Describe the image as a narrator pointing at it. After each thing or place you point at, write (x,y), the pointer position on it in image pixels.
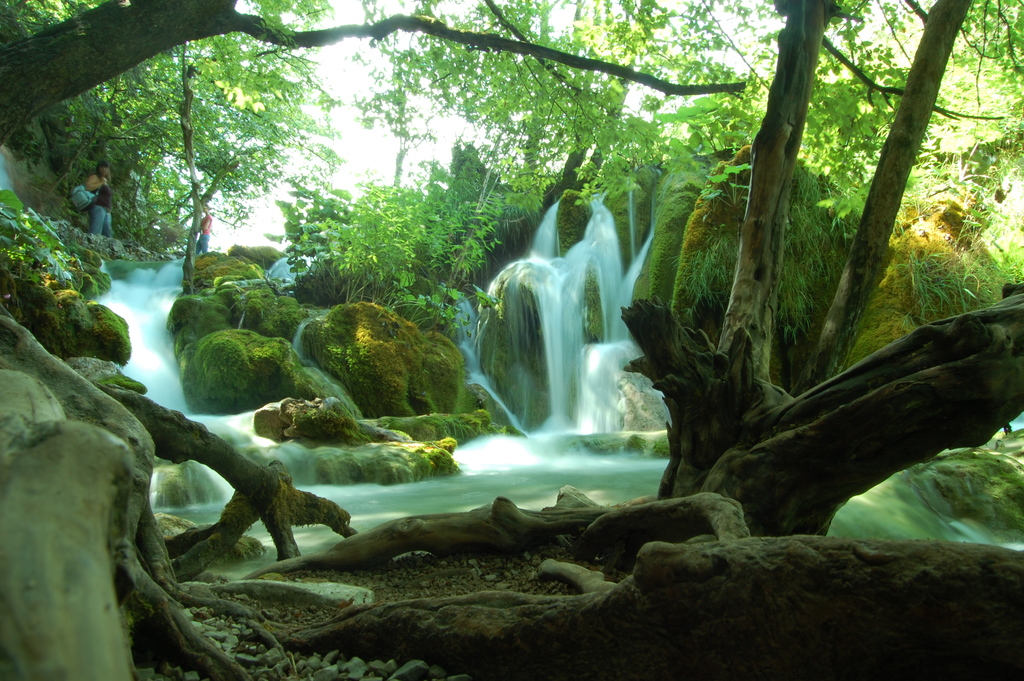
In this image in the center (609,325) there is a waterfall (484,386), rocks (485,366) and some trees (411,230) and in the foreground (66,461) there are some trees (827,494). On the left side (100,204) there are two persons (205,219) who are standing, and also there are a group of trees (160,89).
